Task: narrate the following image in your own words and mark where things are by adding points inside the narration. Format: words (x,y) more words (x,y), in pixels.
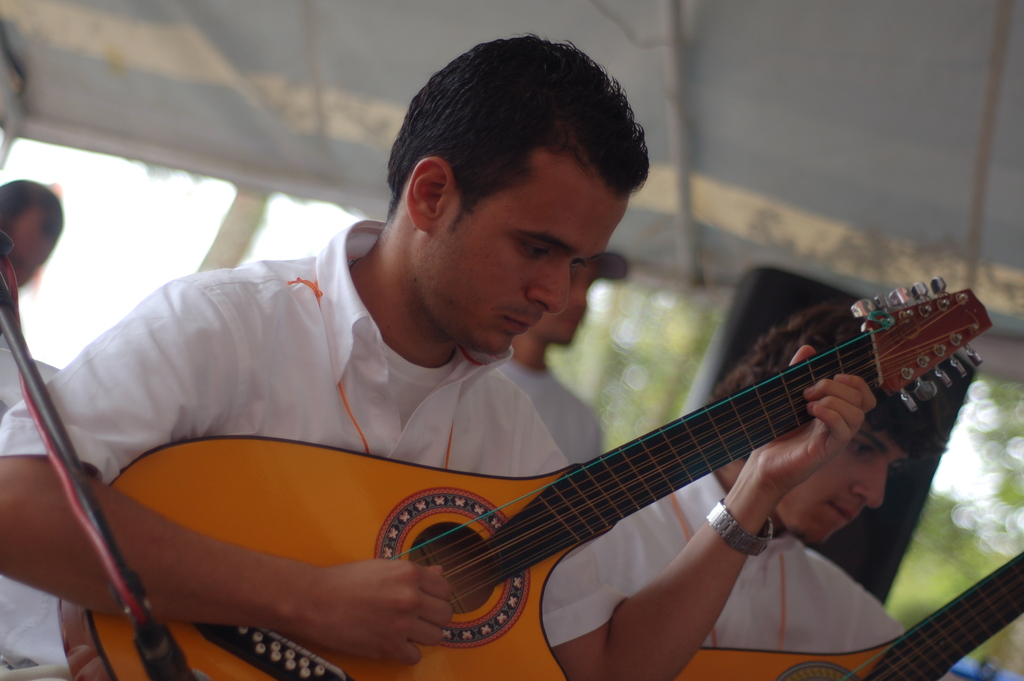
In this picture, we see four men (605,673). The man (589,673) on the left corner of this picture (121,497) is holding guitar (536,489) in his hands (420,591) and playing it he is wearing white T-shirt (405,402) and shirt (289,343). He is even wearing watch (716,527). The man (788,532) on the right side (890,460) is holding the guitar (993,601). The man (563,324) behind is wearing cap (608,266). Behind them we can see sky (180,221) and trees (677,351). We can even see the roof (229,114) of the tent (263,69).
